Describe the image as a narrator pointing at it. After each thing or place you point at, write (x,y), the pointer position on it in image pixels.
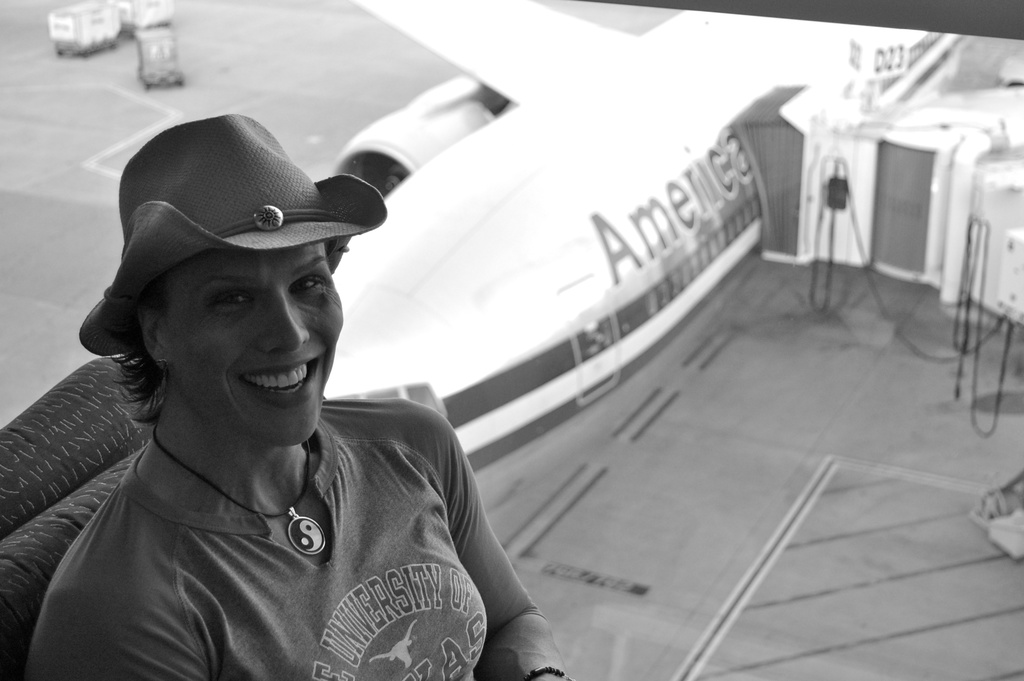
This is a black and white image. In the foreground of the image (163,411) there is a lady (331,304) wearing a hat (178,197). In the background of the image (621,360) there is a aeroplane (509,112). There are trucks (153,9) in the image.
